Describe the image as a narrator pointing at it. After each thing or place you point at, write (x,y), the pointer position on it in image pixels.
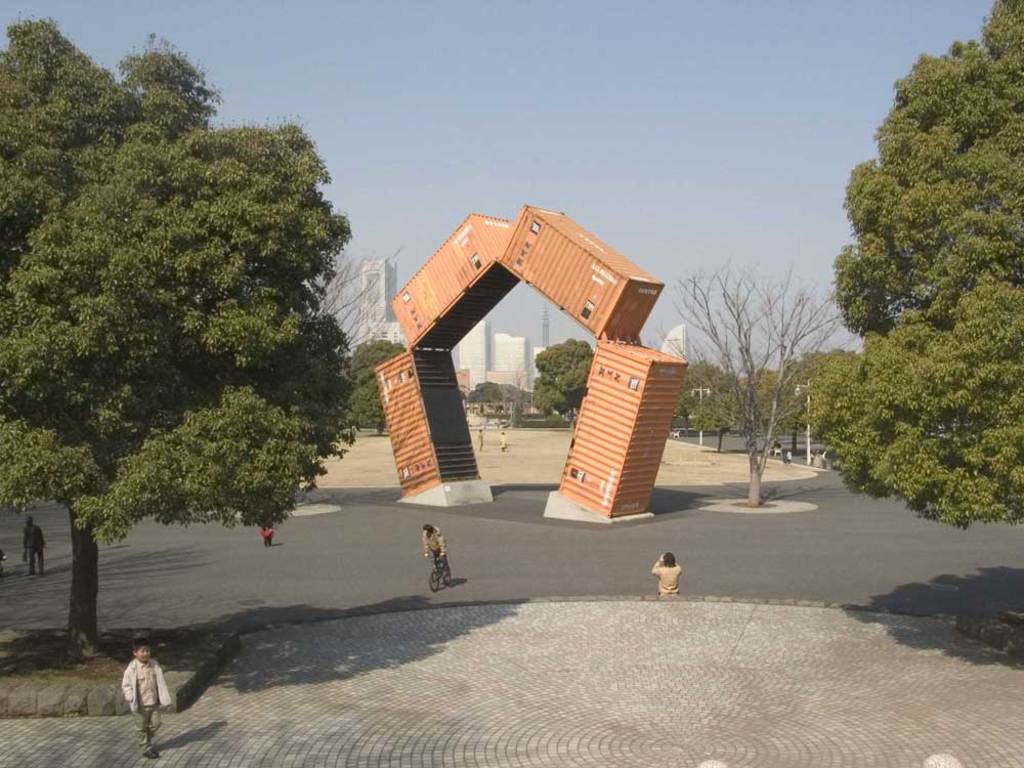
In this image on both sides there are trees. Here there is a arch (451,319). There are few people (139,662) over here on the road (263,618). In the background (386,359) there are trees (485,389) and buildings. The sky (561,192) is clear.
